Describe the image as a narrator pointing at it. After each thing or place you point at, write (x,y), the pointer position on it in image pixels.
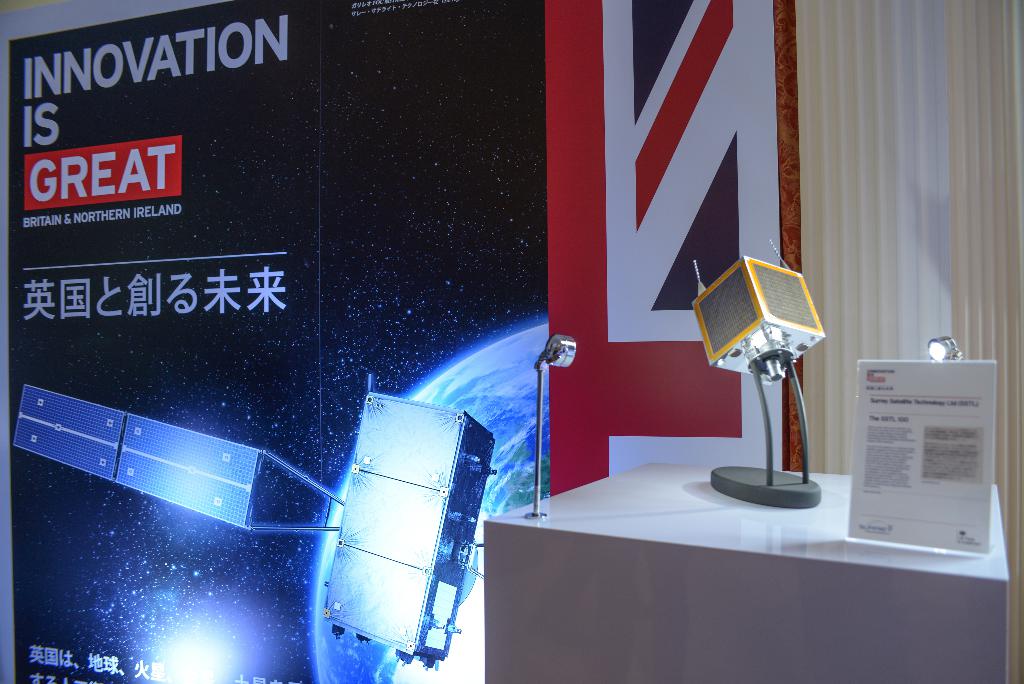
This picture is clicked inside. On the left (114,278) we can see a banner (509,357) on which we can see the picture (463,458) of some objects (15,443) and we can see the text (225,42) on the banner (423,230). On the right (755,514) there is a table (772,522) on the top of which some items (801,426) are placed. In the background (890,145) there is a white color object (913,240) seems to be a curtain (917,160).
